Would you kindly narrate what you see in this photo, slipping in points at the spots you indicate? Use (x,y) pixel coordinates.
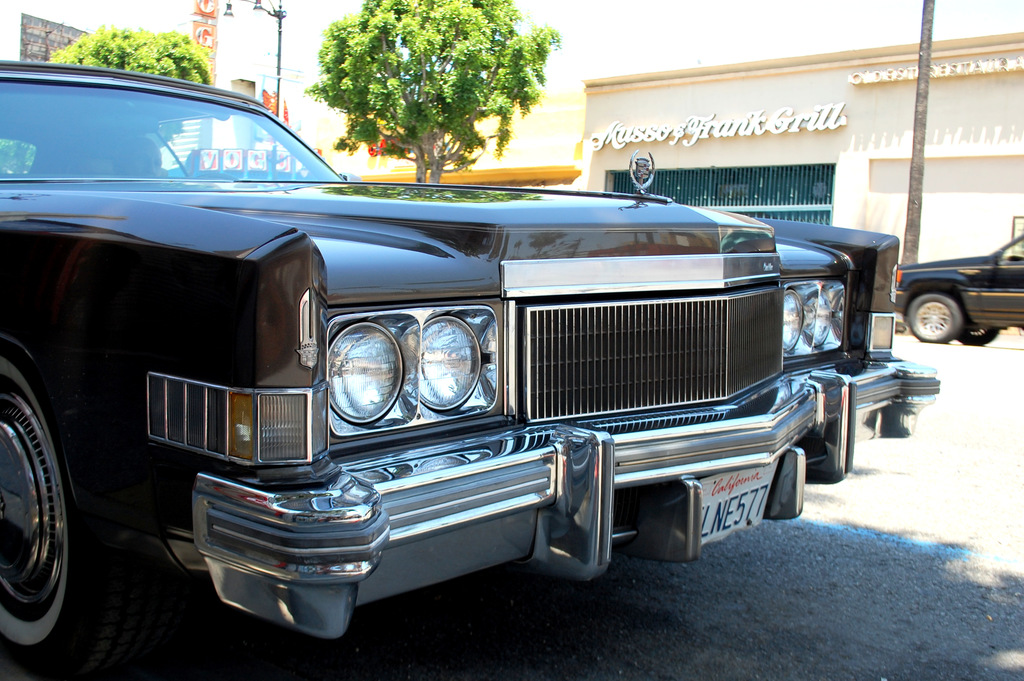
In this image there is a vehicle (436,340) parked on the road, in the background of the image (937,254) there are buildings (525,125), trees (465,87), pole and a vehicle (957,280) on the road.
